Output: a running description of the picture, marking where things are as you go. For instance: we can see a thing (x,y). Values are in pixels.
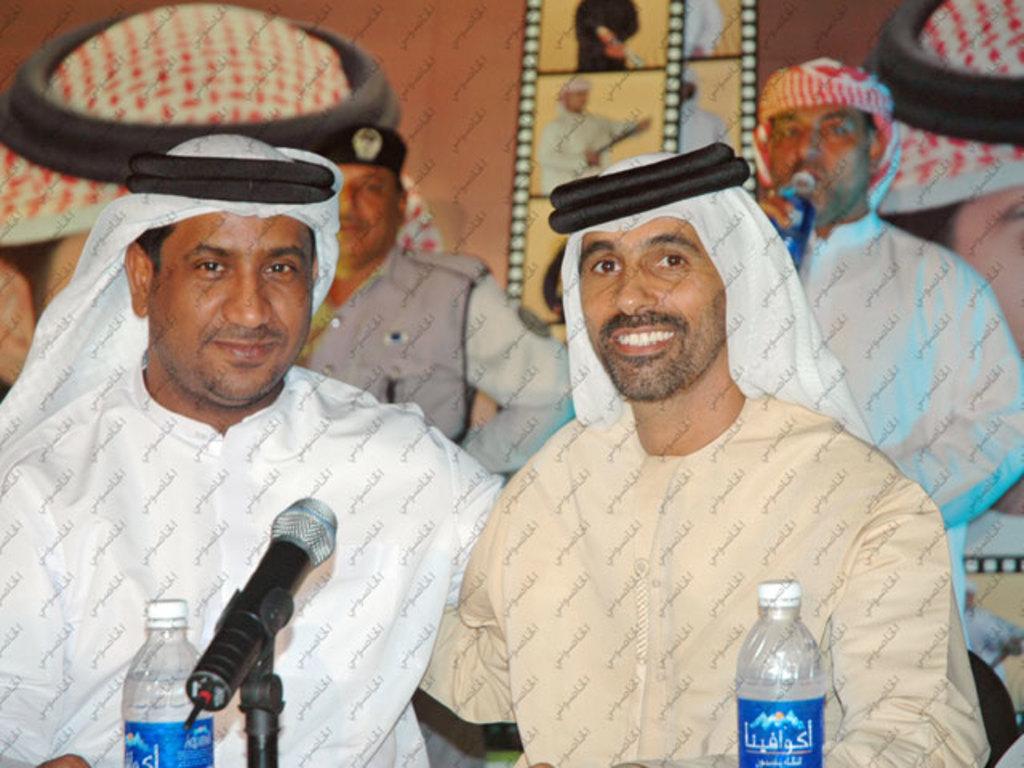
In this picture there are two people (570,424) sitting on the chair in front of the table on which there is a mic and two bottles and behind them there is a poster (586,176).
